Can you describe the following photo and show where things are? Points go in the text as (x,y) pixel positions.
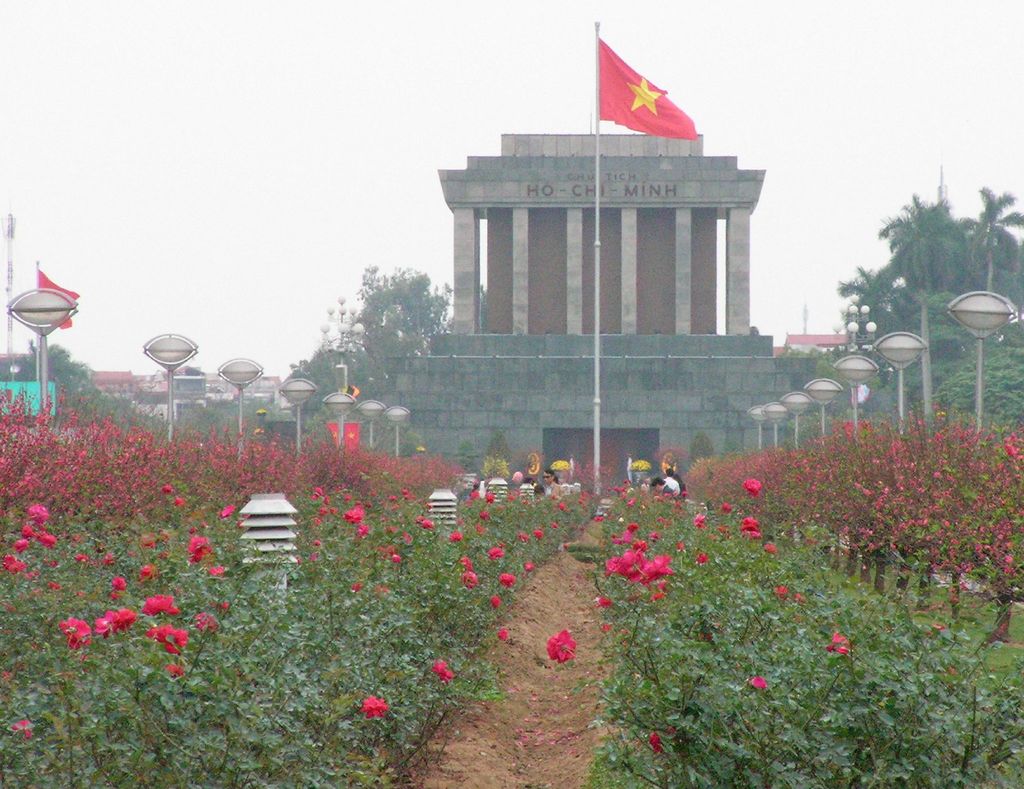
In this picture there are buildings (545,303) and trees (1007,347). In the background (58,426) there are group of people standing and there are flowers (348,459) on the plants (345,568) and there are street lights (856,402) and there is a flag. At the top (362,128) there is sky (430,185). At the bottom (555,671) there is mud (559,685). On the left side of the image (12,246) there is a tower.
